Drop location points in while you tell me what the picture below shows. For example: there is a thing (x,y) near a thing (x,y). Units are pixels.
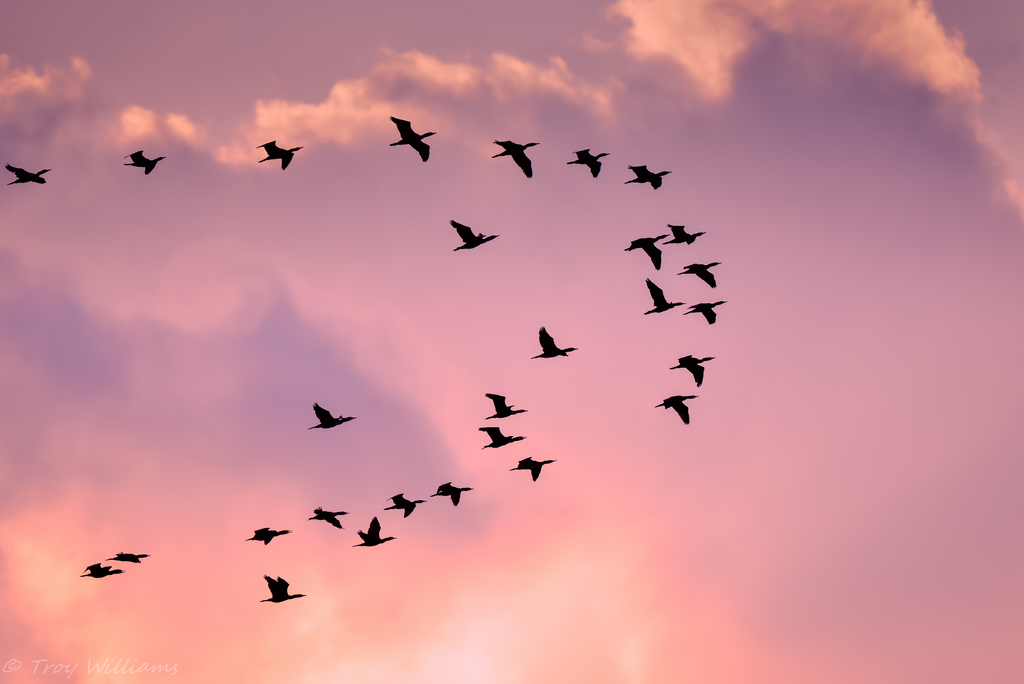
In this image, we can see birds (713,318) flying in the sky (523,266).
